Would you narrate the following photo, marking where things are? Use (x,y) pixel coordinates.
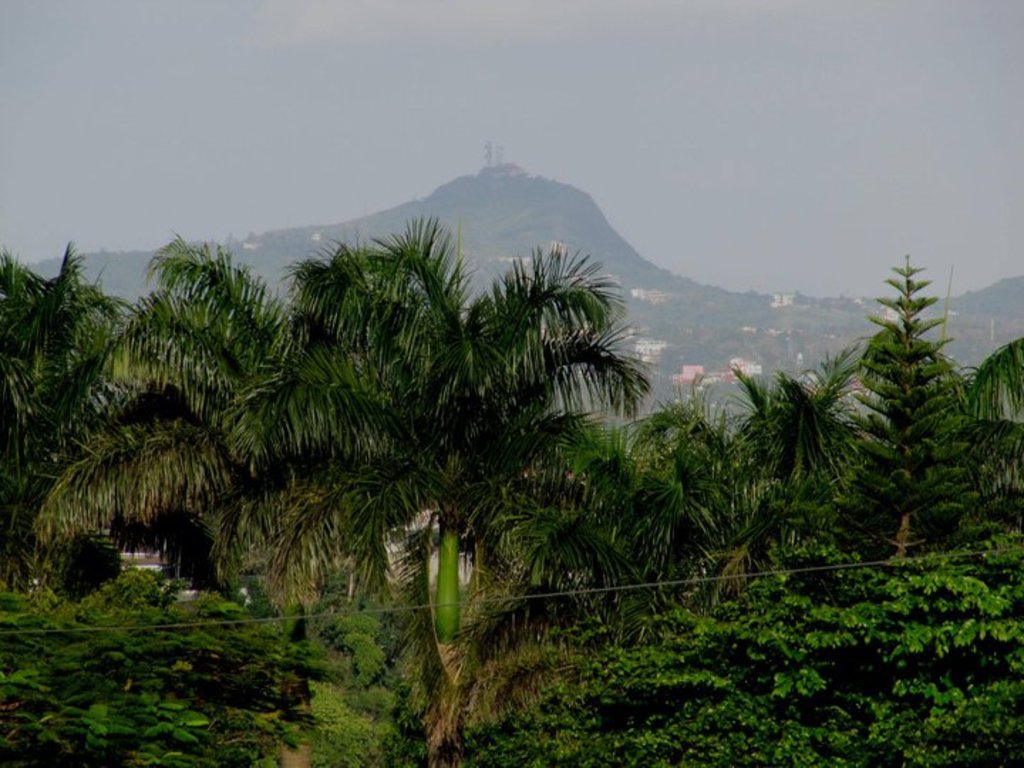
In this picture we can see some coconut trees (446,576) in the front (481,710) bottom side. Behind there are some mountains (710,360) and small houses (700,367). On the top (118,206) we can see the sky (24,231).
